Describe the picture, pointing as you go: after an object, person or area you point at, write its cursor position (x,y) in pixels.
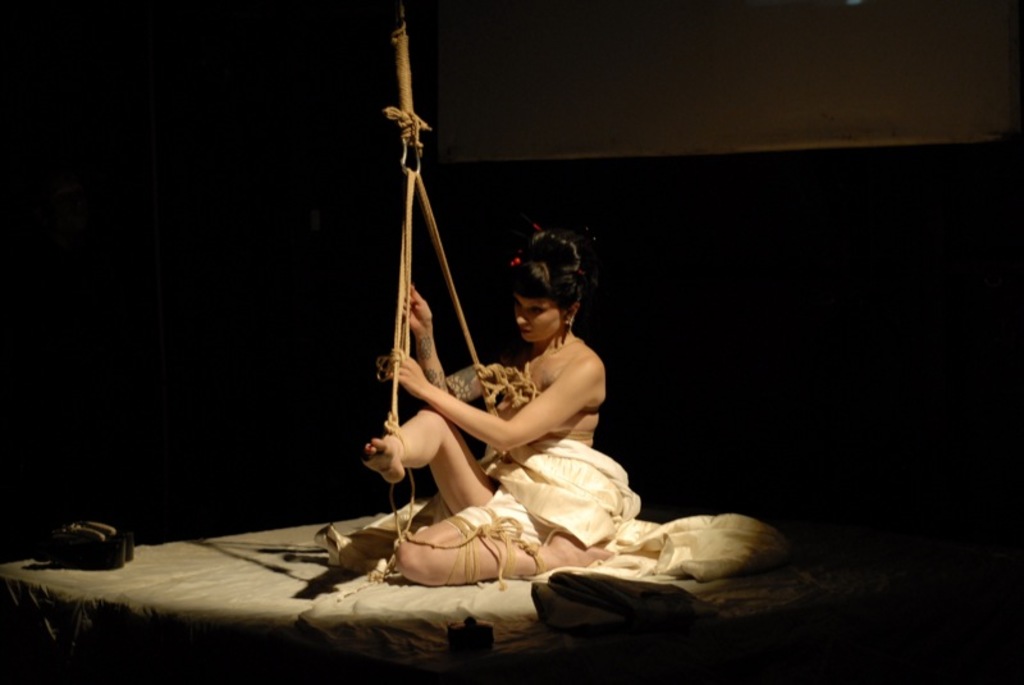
In this image I can see a woman (559,424) who is tied with the ropes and on her I can see a cream colored cloth (573,490). I can see the dark background (327,376).
